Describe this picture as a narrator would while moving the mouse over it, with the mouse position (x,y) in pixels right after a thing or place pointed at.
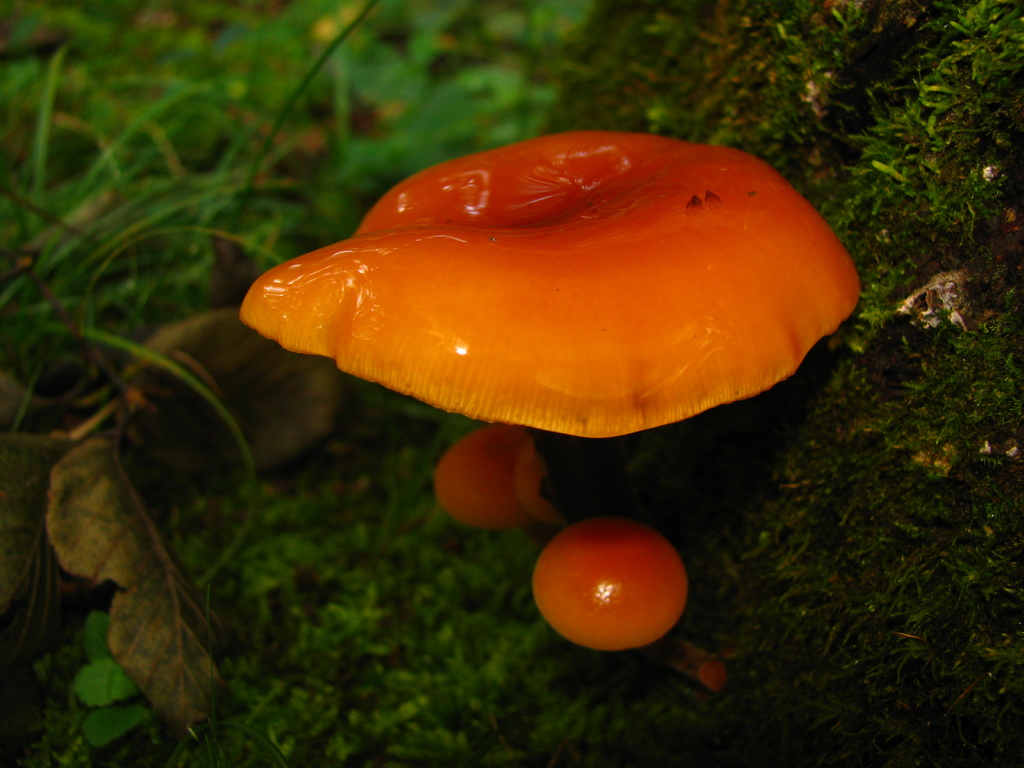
In front of the image there are mushrooms (624,552). At the bottom of the image (240,688) there is grass (381,763) on the surface (58,373).
